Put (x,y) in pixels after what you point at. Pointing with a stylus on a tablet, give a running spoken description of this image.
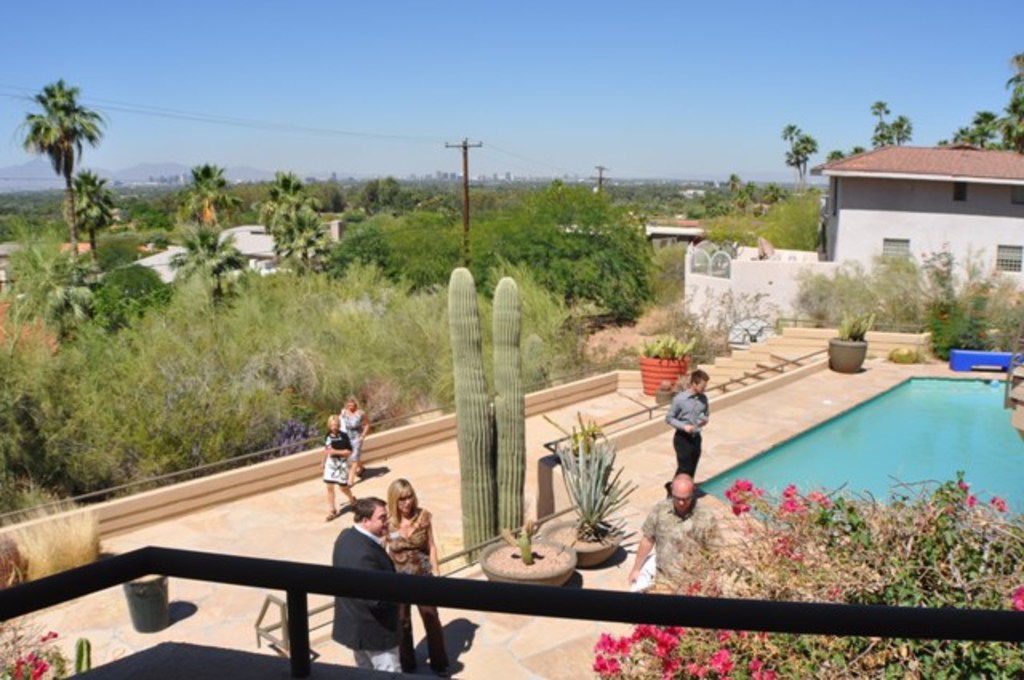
In this image we can see a group of people (674,529) standing on the ground (300,506). In the center of the image (520,426) we can see a cactus plant (518,450) and we can also see some plants (578,497) in pots (541,546). On the right side of the image (917,437) we can see a swimming pool (891,476), bench (959,361), a group of flowers (997,509) on plants (934,534), building (887,197) with windows (959,191) and roof (906,174). On the left side of the image (36,291) we can see a group of trees (228,289) and buildings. In the background (515,43), we can see some poles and the sky (399,56).
